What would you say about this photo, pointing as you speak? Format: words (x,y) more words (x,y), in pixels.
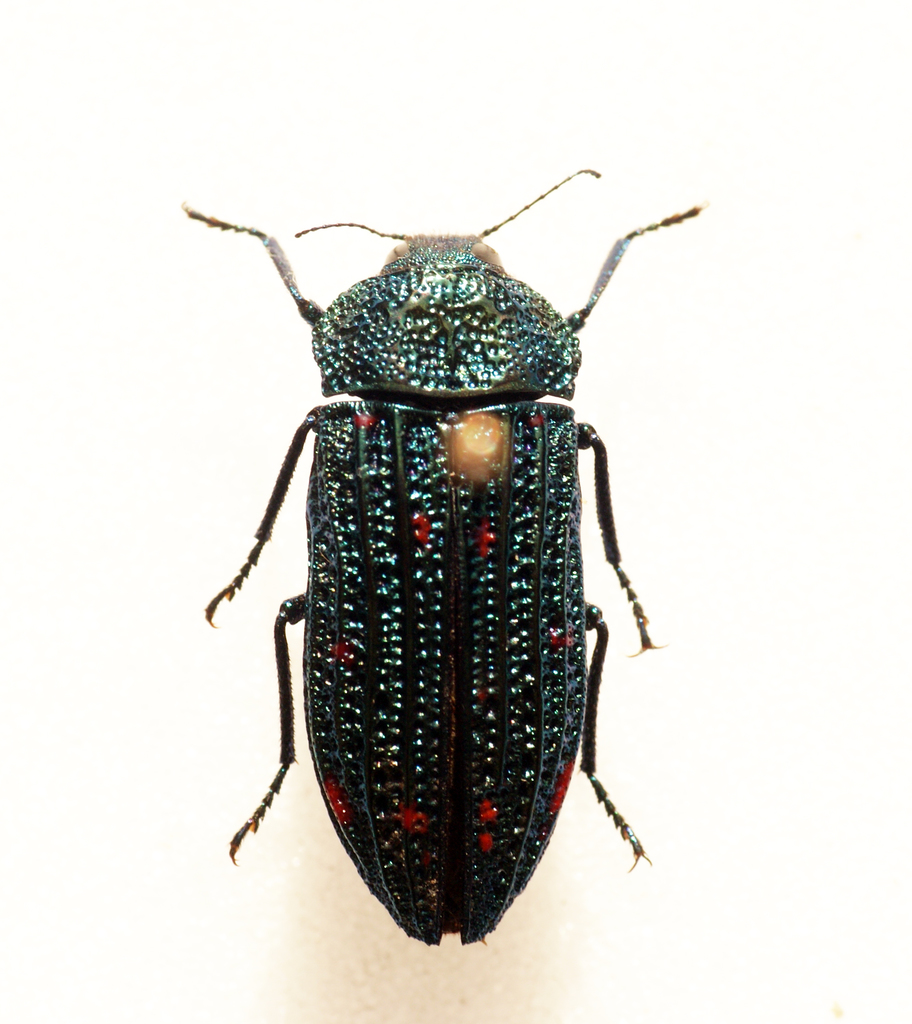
There is an insect (511,524) which is black in color is having six legs (277,650) and two antennas (350,223). In the background (466,973), it is white in color.
